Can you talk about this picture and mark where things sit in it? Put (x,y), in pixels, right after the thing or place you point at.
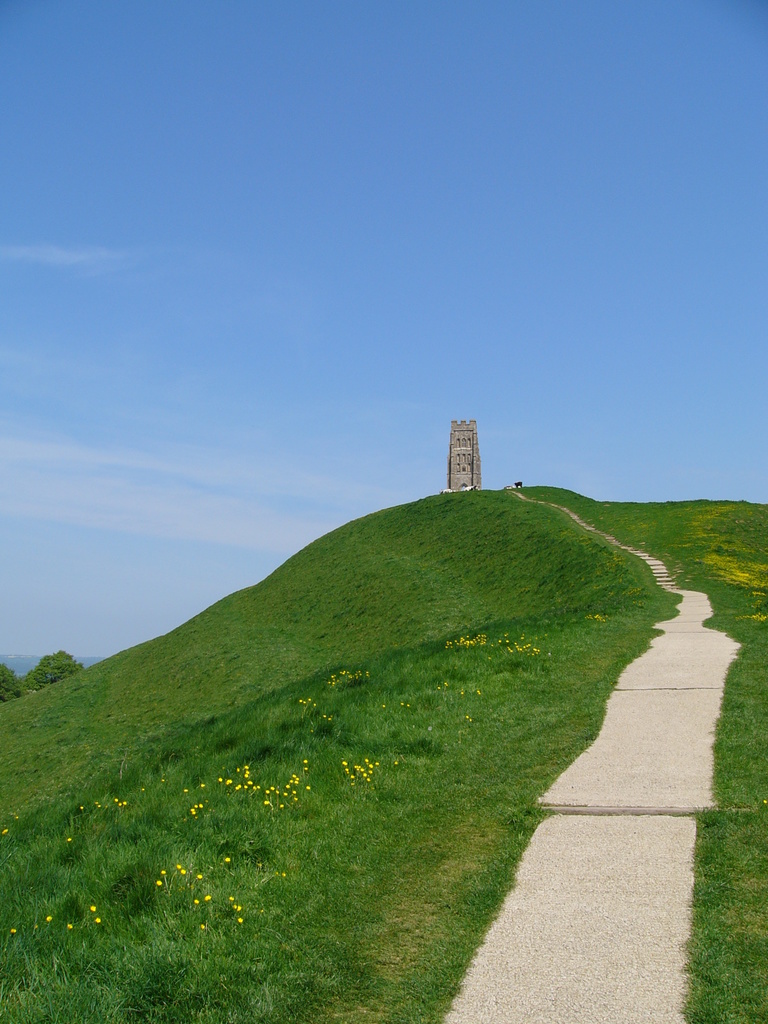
In this picture I can see grass (424,548) and couple of trees (54,664) and looks like a monument (478,476) and a blue cloudy sky (425,292).
